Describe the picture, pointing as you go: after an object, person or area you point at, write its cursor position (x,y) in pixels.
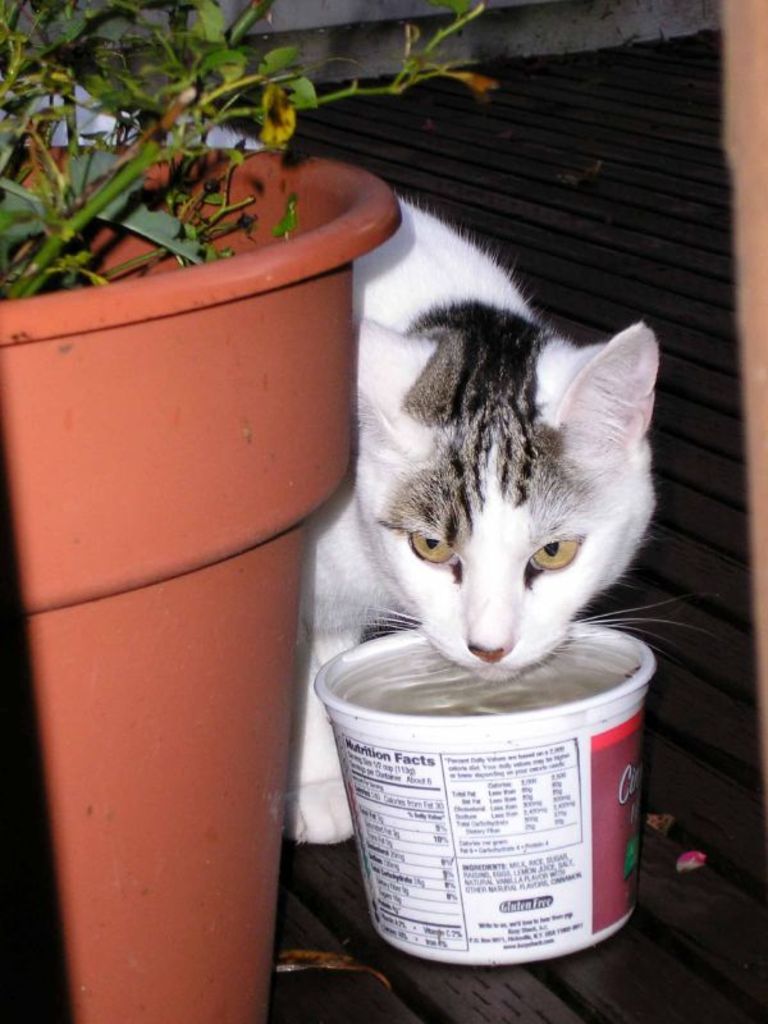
In this picture we can see a house plant (67,774), cat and a box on the ground (651,263) and we can see a wall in the background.
